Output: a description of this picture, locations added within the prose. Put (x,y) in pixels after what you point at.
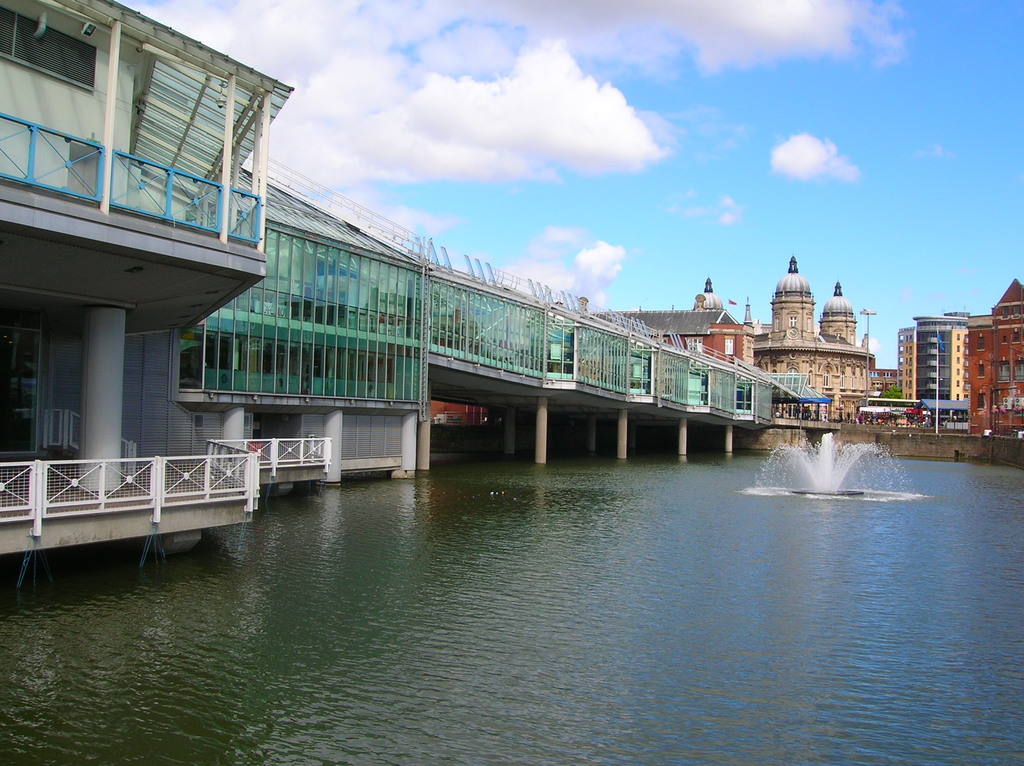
In this image we can see some buildings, some houses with roof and a bridge (531,395) with some pillars (621,424). We can also see some poles (937,421), a fountain (828,477), a water body (789,518) and the sky (688,282) which looks cloudy.
